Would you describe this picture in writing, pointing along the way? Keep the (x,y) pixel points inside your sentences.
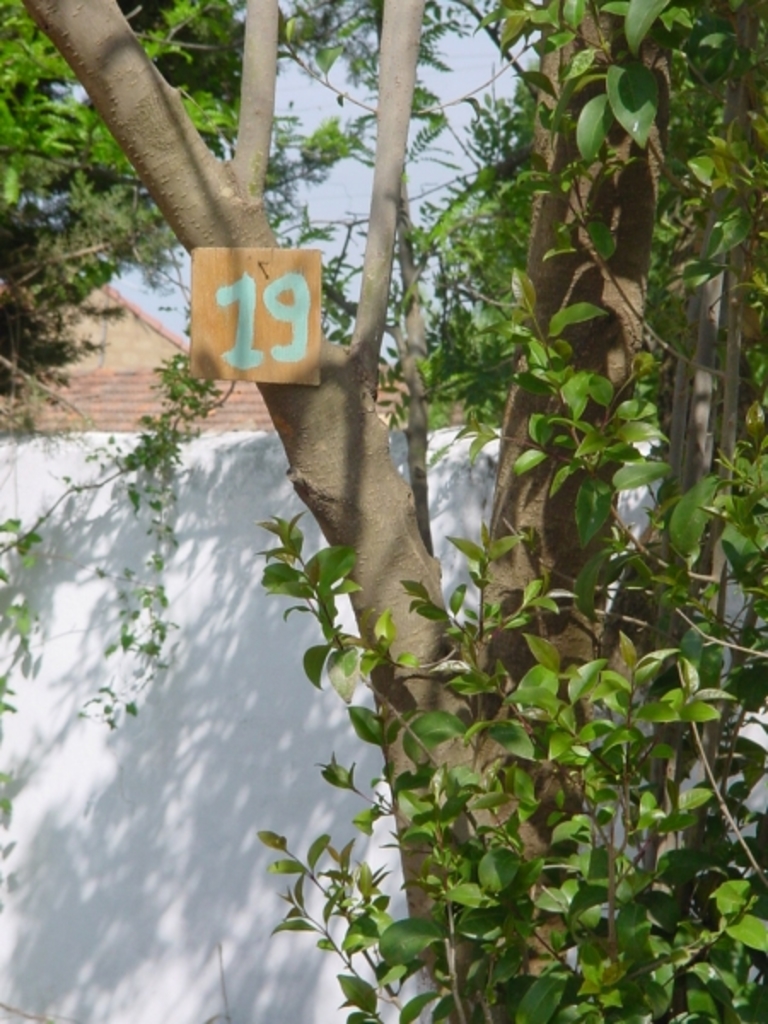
As we can see in the image there are trees (408,225), houses (161,337) and a white color wall (196,611).
